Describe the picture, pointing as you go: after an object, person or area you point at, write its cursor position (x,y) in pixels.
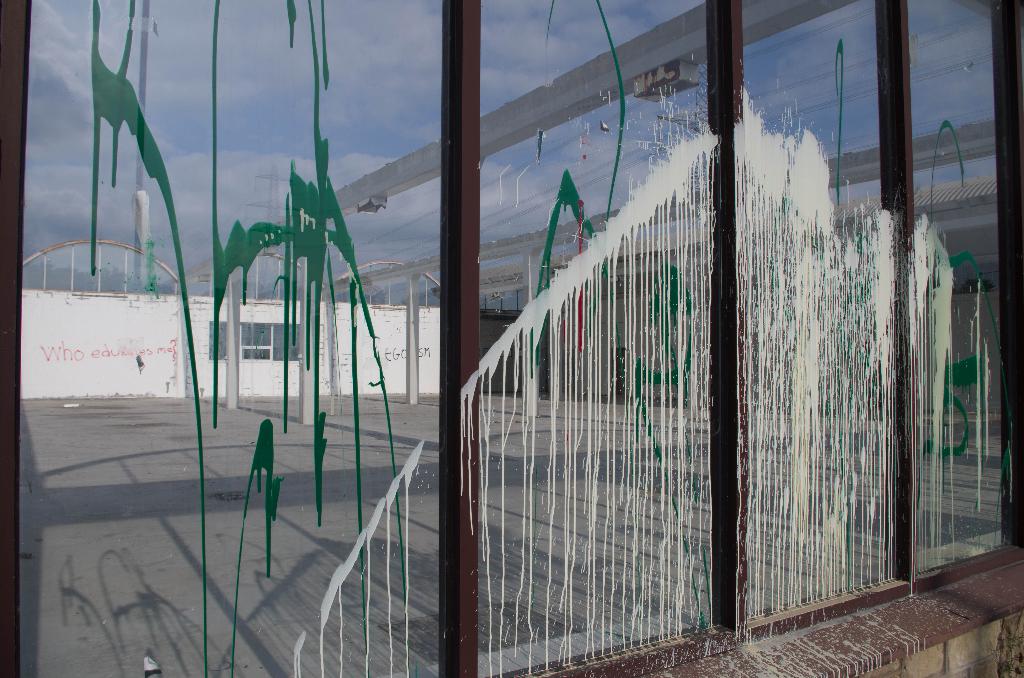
In this picture we can see a glass (294,419), from the glass (232,419) we can see a wall (157,392) and the sky (368,107), we can see painting (359,509) on this glass (507,370).
